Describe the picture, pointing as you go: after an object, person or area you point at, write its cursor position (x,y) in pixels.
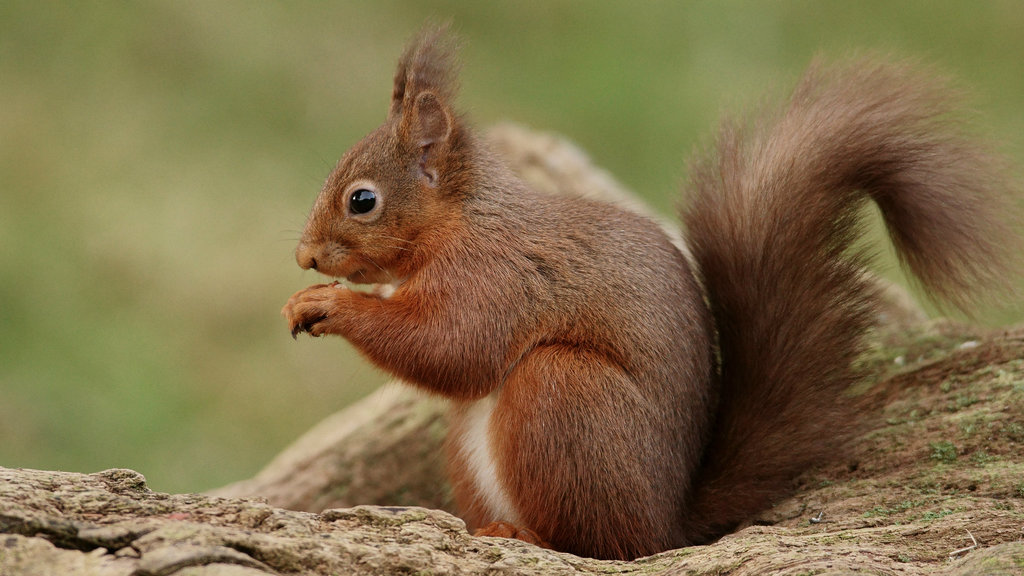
This image is taken outdoors. In this image the background (228,376) is a little blurred and it is green in color. At the bottom of the image (140,543) there is a log (106,514) with moss (954,471) on it. In the middle of the image (457,281) there is a squirrel (544,255).
